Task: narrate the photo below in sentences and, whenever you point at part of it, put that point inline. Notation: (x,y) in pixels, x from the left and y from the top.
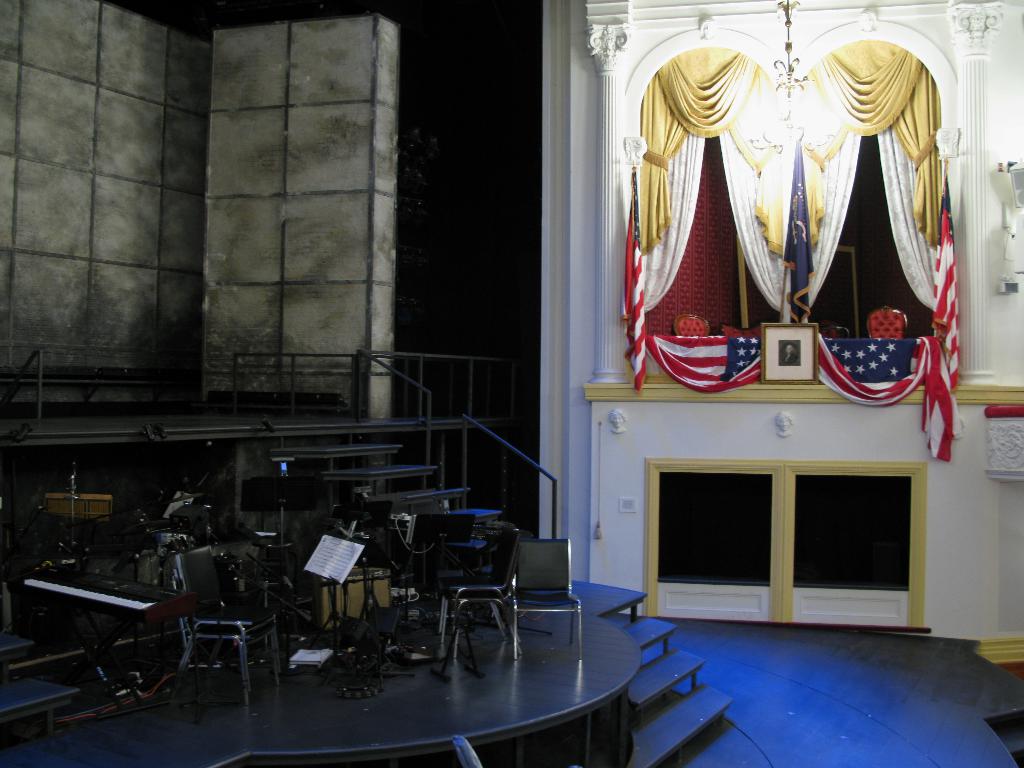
In this picture we can observe a piano (85,604). There is a book (336,557) placed on the stand (331,583). We can observe some chairs (476,575) on the stage (465,692). There are stairs (485,509) here. On the right side (695,106) we can observe curtains (922,142) and a chandelier (774,145). In the left side (189,182) there is a wall (161,163).
